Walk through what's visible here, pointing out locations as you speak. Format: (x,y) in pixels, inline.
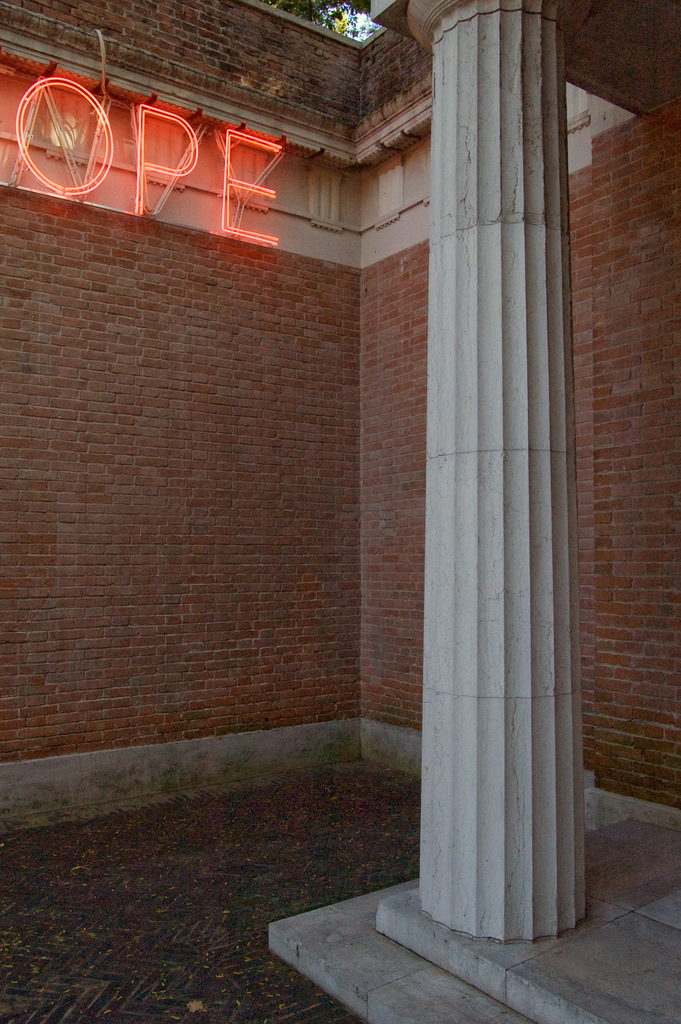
This image is taken outdoors. At the bottom of the image (155,907) there is a floor (152,892). In the background (265,738) there is a wall (412,323) and there is a text (105,150) with rope lights (142,148) on the wall (282,184). There is a tree (347,22). On the right side of the image (463,699) there is a pillar (458,357).
